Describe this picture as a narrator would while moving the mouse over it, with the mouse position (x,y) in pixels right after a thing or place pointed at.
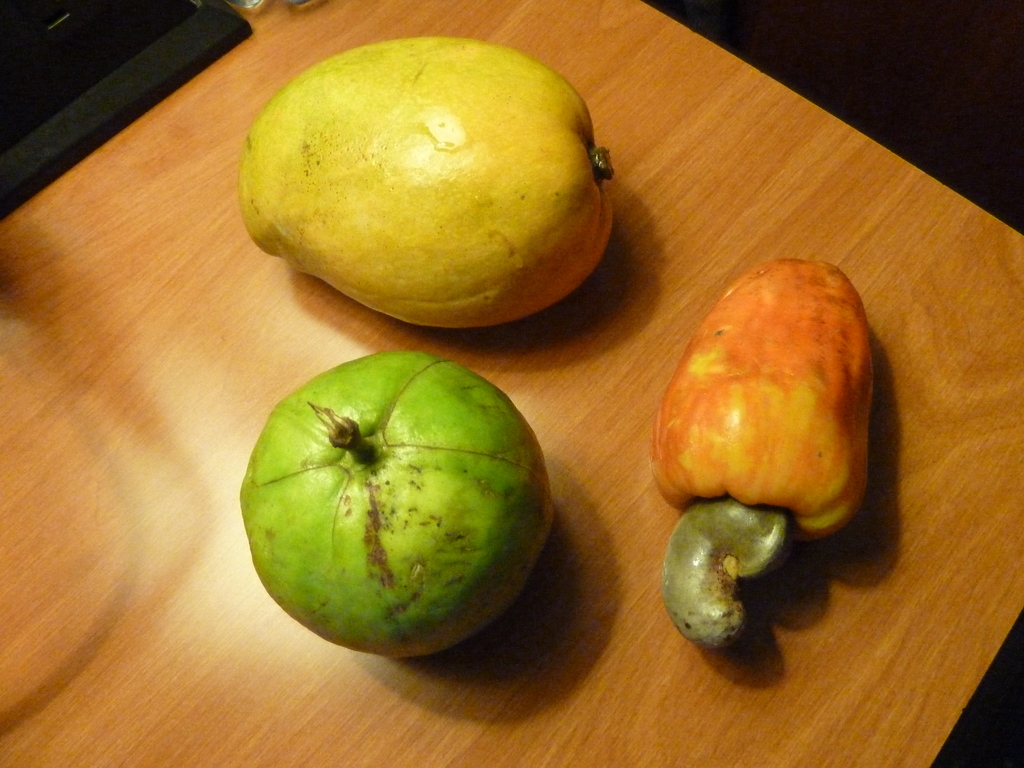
In this image we can see there are three fruits (776,303) placed on a wooden surface (675,302).
